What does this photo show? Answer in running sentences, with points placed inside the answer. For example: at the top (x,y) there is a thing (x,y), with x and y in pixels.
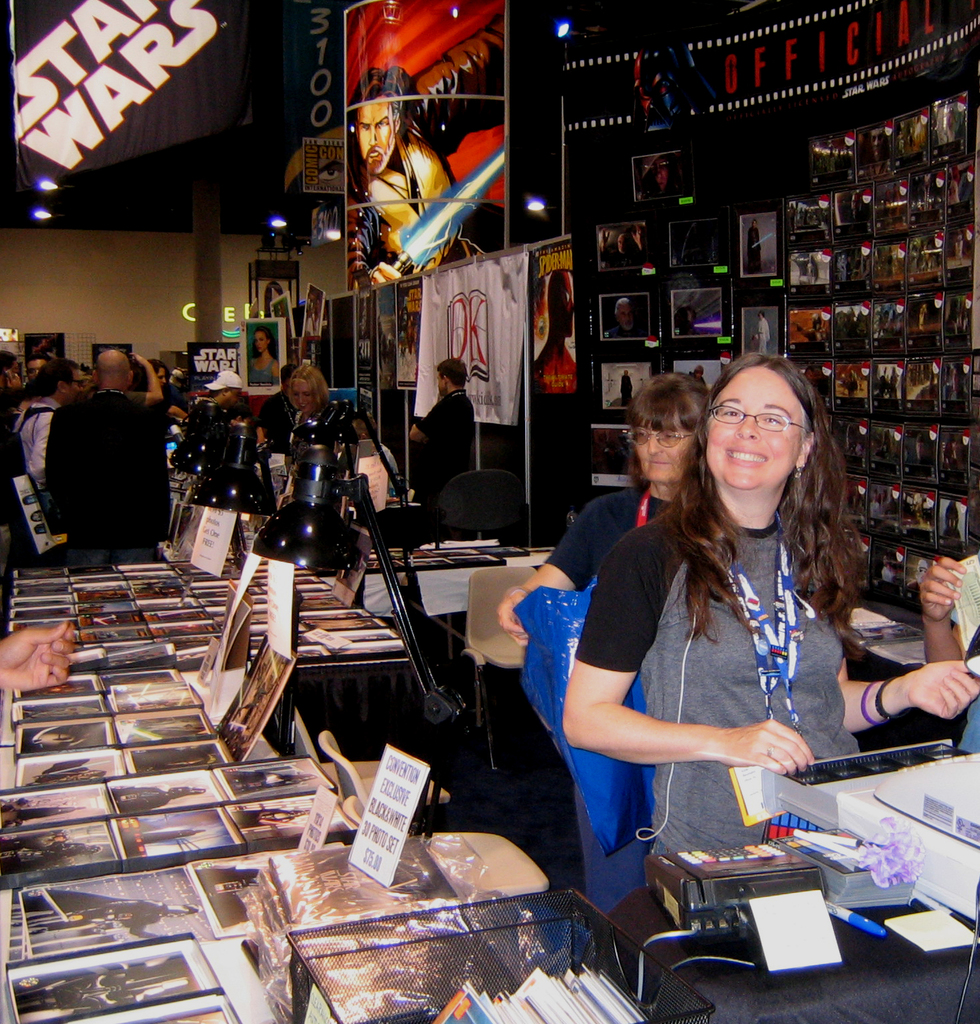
There are a lot of images (103,811) and books (313,765) being sold in a store (397,718) and in the front (599,620) there is a woman (659,721) standing at the billing counter (757,773) and she is posing for the photo, behind her the crowd (83,467) is buying the items (771,227) from the store (651,289), there are different posters (550,333) kept in display inside the store (553,238).
